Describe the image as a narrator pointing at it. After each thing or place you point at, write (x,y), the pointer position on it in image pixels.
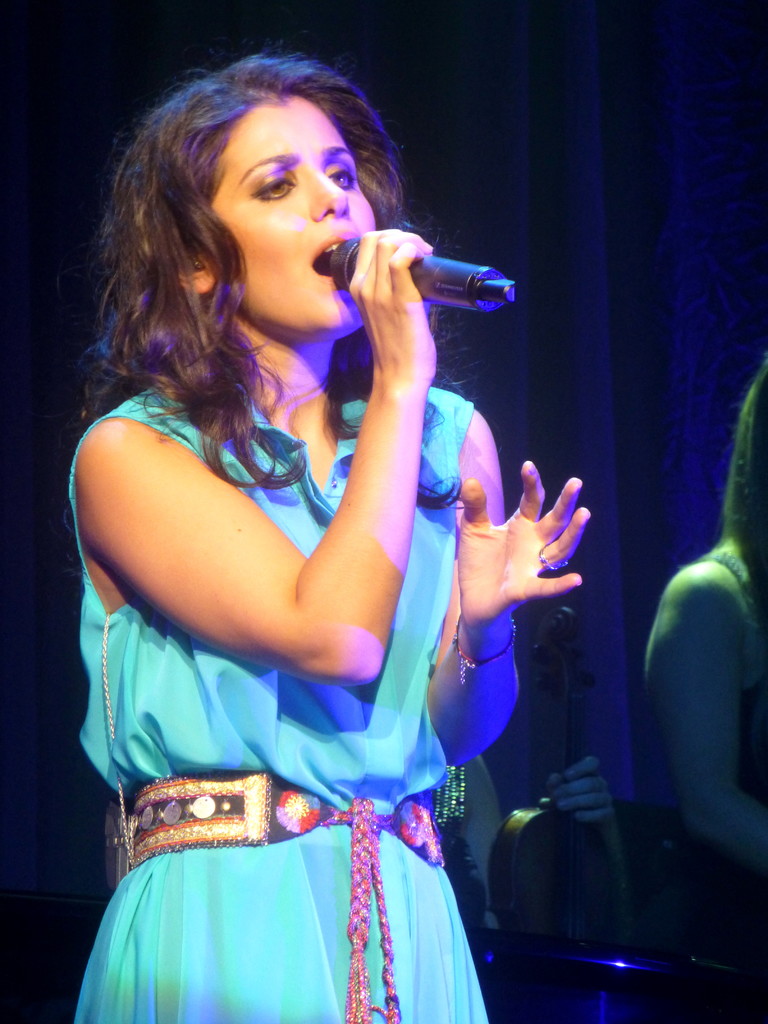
In this image, woman (372,831) is holding microphone (434,279), she is singing. On right side (751,834), we can see few people (766,605). The person (469,885) is holding a violin (523,900) here. Background (635,551), we can see some cloth (592,529).
